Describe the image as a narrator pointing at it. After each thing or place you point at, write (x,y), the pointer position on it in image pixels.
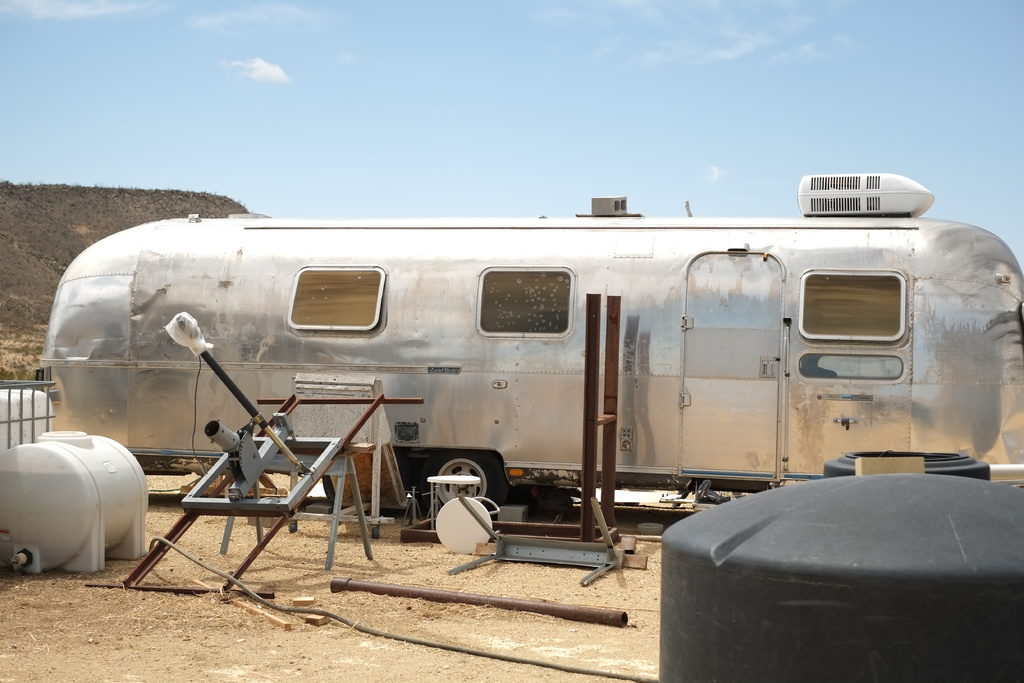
On the left side (87,484) there is a water tank (46,479). Near to that there is a railing (13,422). Also there are rods (326,464). In the back (327,296) there is a van (405,289) with windows (568,302) and door (776,326). Also there is hill (78,193) and sky (332,48) with clouds (664,47) in the background (391,40).
